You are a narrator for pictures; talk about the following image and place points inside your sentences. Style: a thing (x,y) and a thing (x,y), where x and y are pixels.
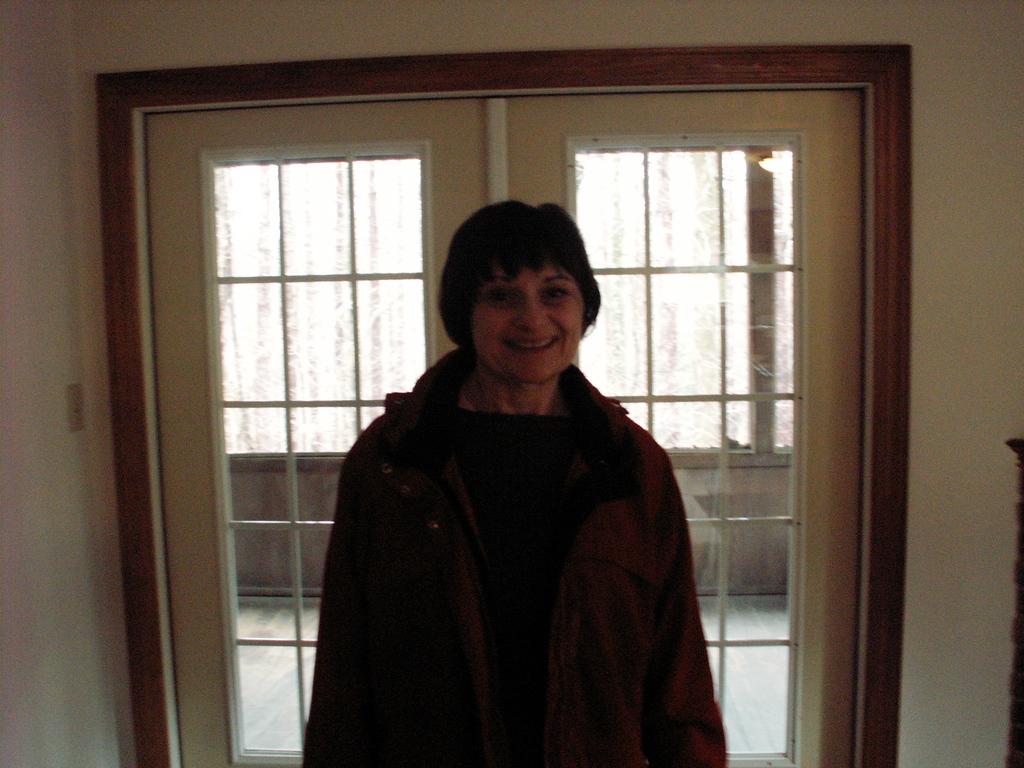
In this picture I can see a woman (507,471) in the middle (517,508), in the background (757,175) they look like the glass windows (589,358).
